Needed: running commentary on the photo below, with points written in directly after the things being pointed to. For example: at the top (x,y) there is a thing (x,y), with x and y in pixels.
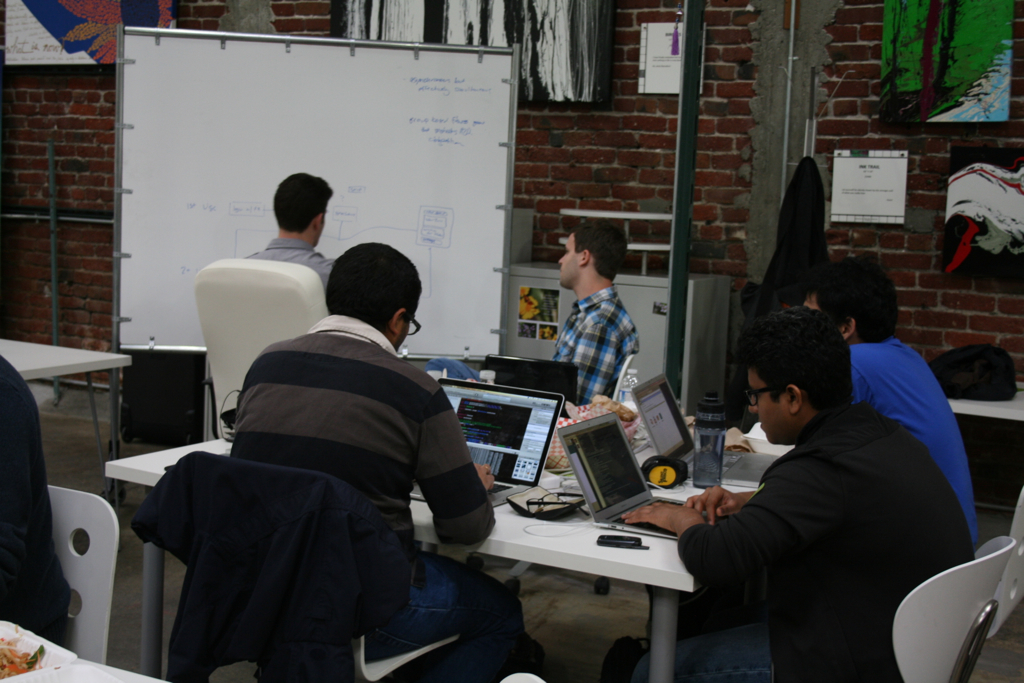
In this image we can see a group of people (561,353) sitting on the chairs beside a table (581,550) containing some laptops (525,435), glasses (544,504), boxes (517,507), a bottle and some objects (625,547) on it. We can also see a cloth (325,603) on a chair (356,652). On the backside (495,327) we can see a bag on a table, some boards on a wall (1007,339), a pole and a board (436,296) with some text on it. On the left bottom (39,599) we can see a person (50,610) sitting on a chair (98,629) beside a table (83,682) containing some food (39,659) in a plate (36,644).
